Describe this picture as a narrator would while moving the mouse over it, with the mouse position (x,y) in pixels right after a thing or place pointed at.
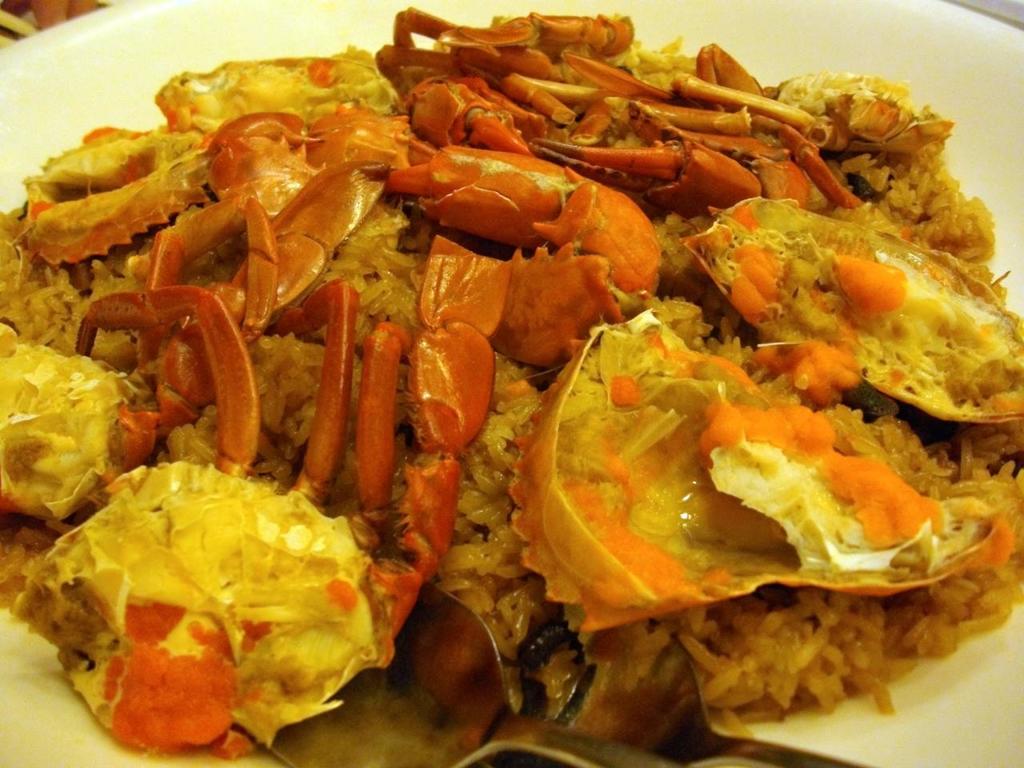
In this image I can see a white colour plate (60,25) and on it I can see food (119,658). I can see colour of the food (174,702) is brown and little bit yellow.
